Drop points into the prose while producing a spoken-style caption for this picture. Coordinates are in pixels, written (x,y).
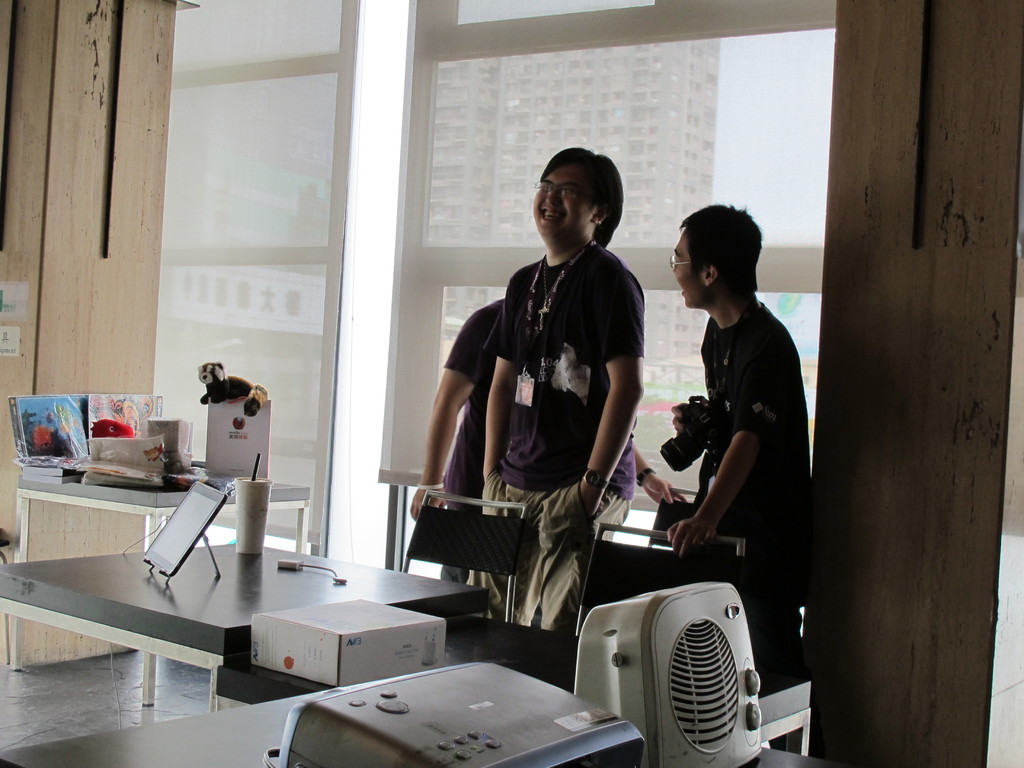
In this image there are people (563,520). The man (757,492) standing on the right (725,495) is holding a camera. There are tables (469,647) and we can see things (622,688) placed on the tables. In the background (260,105) there is a window (417,119) and curtains (401,415).
